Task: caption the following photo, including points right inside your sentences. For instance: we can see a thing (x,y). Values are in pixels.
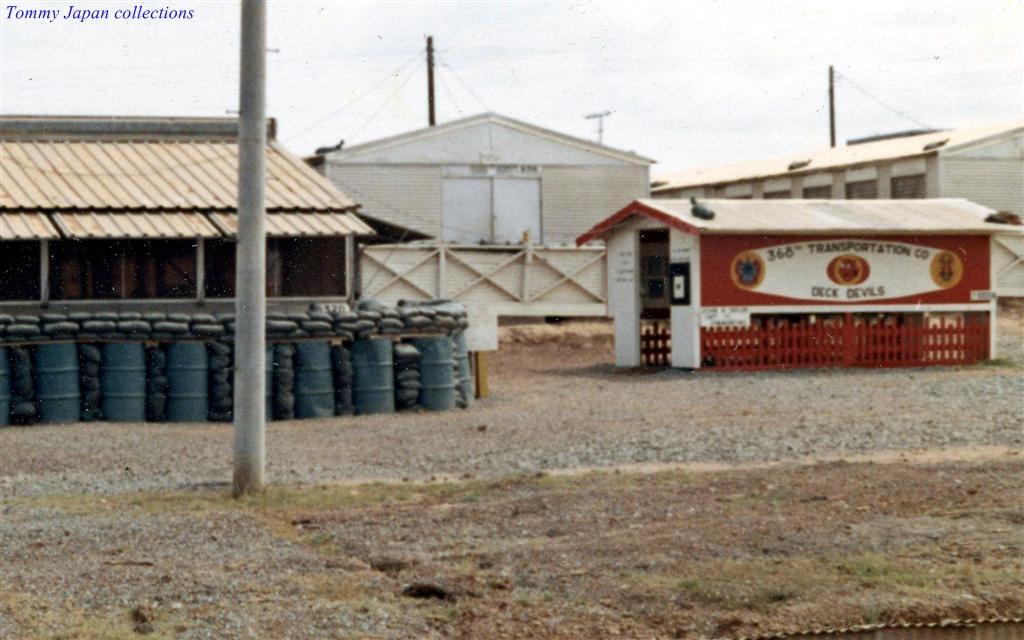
In this image I can see few buildings (20,143). In front (64,391) I can see few drums (314,397) in blue and black color, I can also see few poles (255,244). Background (766,86) the sky (622,90) is in white color.
